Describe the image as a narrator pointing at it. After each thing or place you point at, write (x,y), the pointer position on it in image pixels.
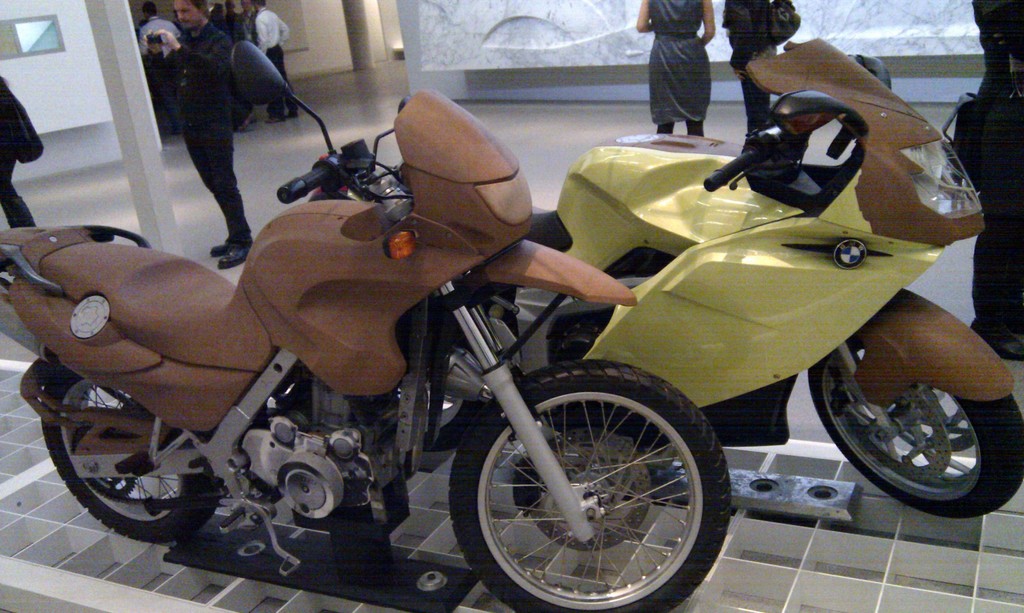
In this image there are two bikes (612,378) and there are a few people (1003,89) standing, one of them is holding a camera (162,36), there are two pillars (119,77) and in the background (337,3) there is a wall (419,16).
